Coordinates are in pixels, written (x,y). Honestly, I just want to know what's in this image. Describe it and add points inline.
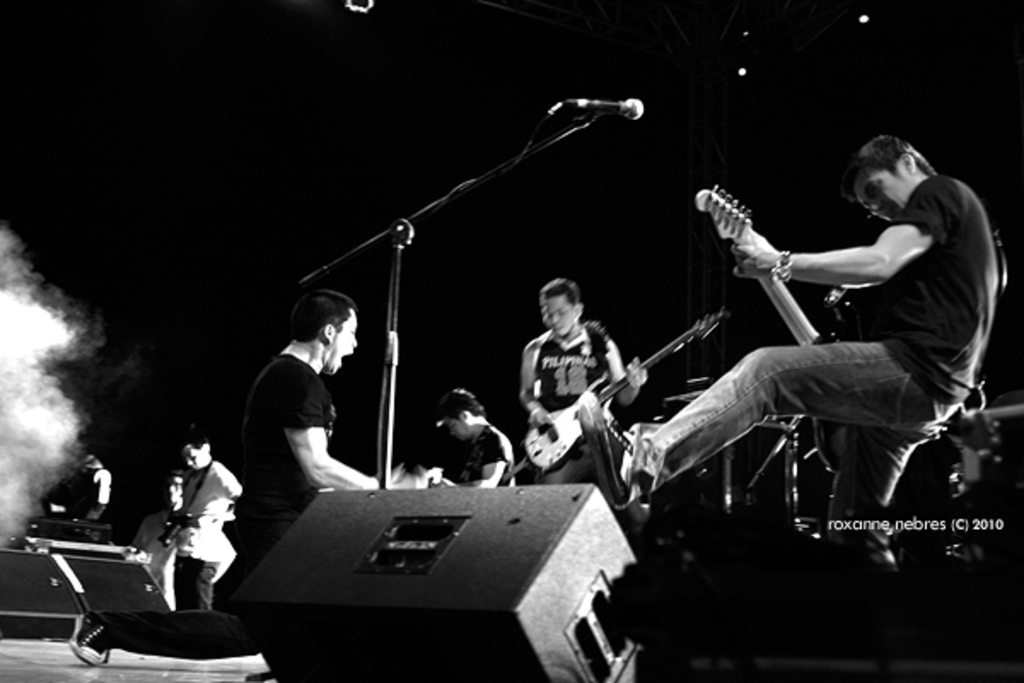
In the picture we can see there are many person (582,380) playing a musical instruments (769,290). This is a guitar (548,440). This is a microphone (616,109). This a watermark (901,526).
